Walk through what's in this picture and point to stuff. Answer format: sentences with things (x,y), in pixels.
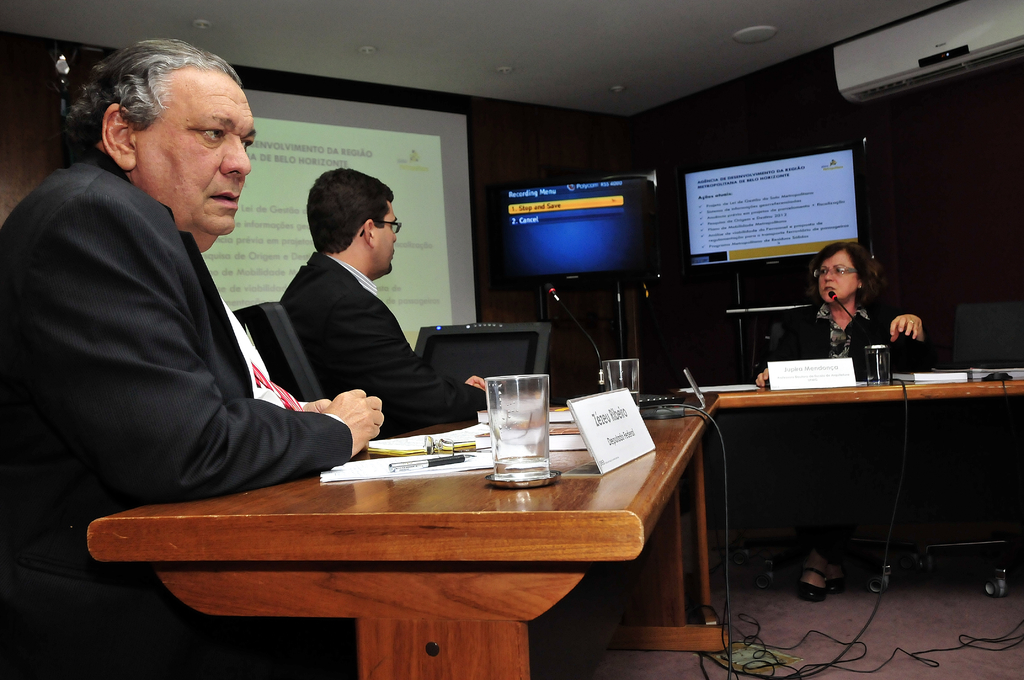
In this image, There are three persons (215,346) sitting in front of this table (879,393). This table (437,549) contains glasses (632,390) and some papers (738,386). These two persons (343,275) are wearing spectacles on their head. There are two monitors (800,207) behind this persons (851,288). There is an AC (911,70) at the top (909,57). There is screen (296,234) behind this table (485,499).
